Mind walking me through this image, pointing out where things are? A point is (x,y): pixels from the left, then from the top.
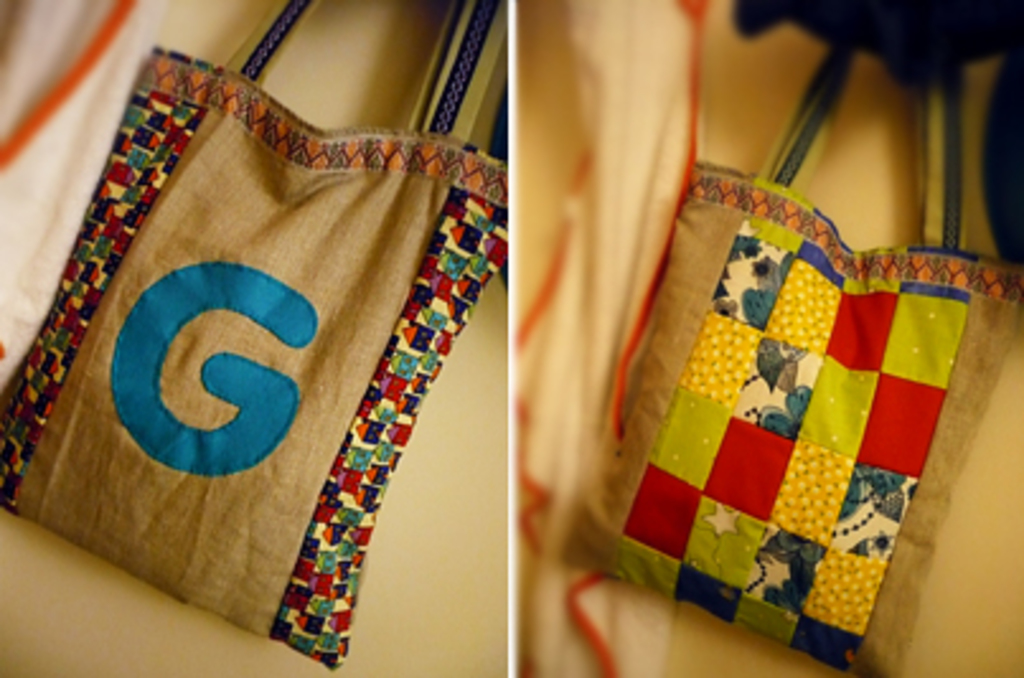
There are two bags (667,354) and it is a collage picture.
